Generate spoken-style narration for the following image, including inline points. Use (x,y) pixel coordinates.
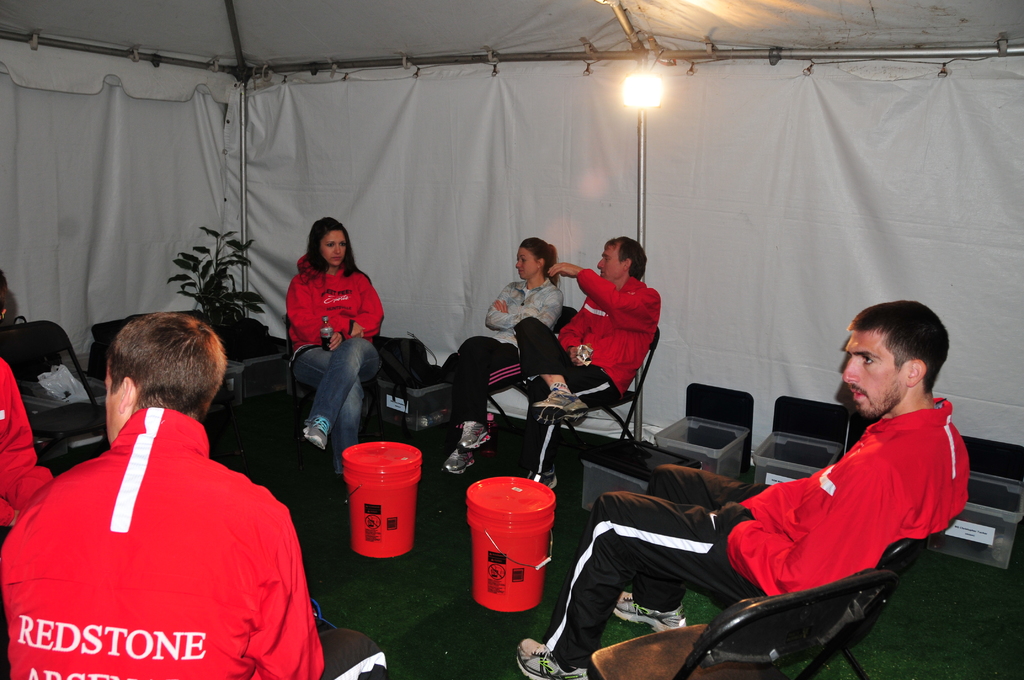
In this picture there are group of persons (209,503) sitting. In the Center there are two objects (475,566) which are red in colour and in the background (194,166) there is a white colour curtain (184,172) and there are rods (243,146) and there is a light (646,101), there is a plant (224,303) on the left side (212,300), there are white coloured containers (813,468). On the left side (148,585) there is some text (80,631) written on the jacket (134,573) which is red in colour.
